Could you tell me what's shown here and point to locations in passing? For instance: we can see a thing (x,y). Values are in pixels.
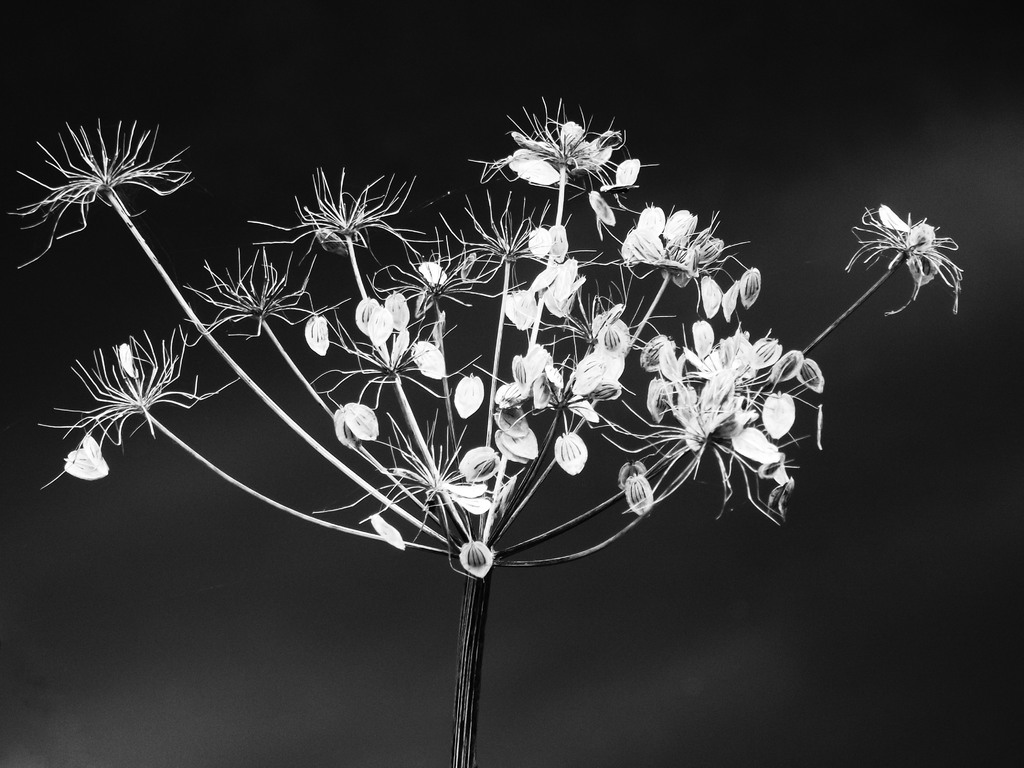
In the picture we can see a dried plant (472,766) with spiky tufts (168,345) and seeds (131,359), and it is a photograph.
